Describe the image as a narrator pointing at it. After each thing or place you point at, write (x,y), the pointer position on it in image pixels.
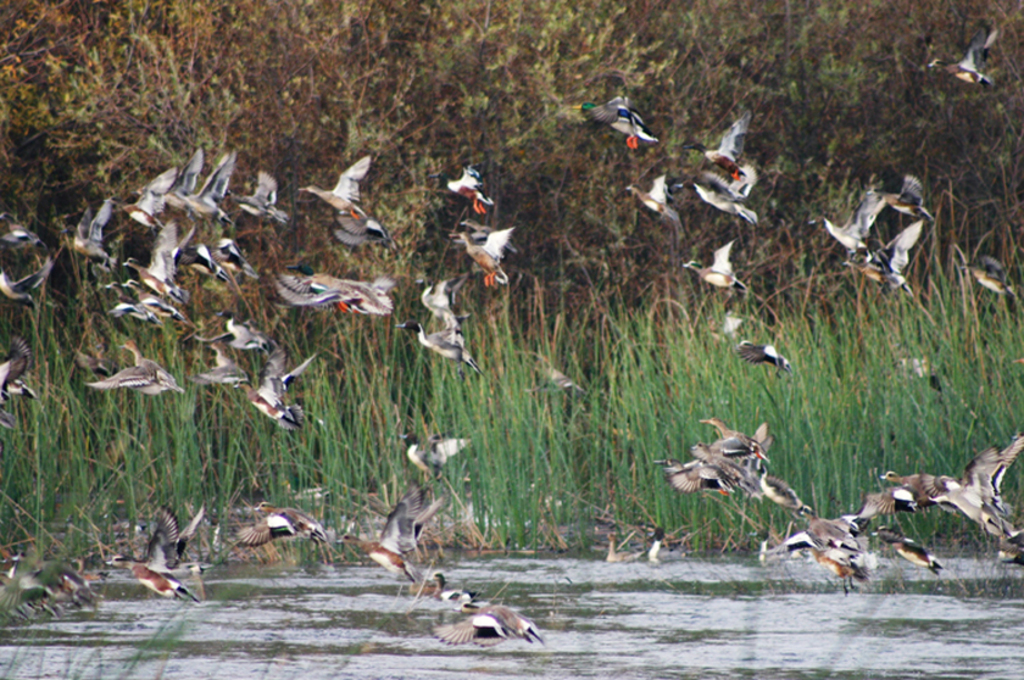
In this image I can see water (450,582), grass (394,503), number of trees (542,249) and number of birds (440,344).
